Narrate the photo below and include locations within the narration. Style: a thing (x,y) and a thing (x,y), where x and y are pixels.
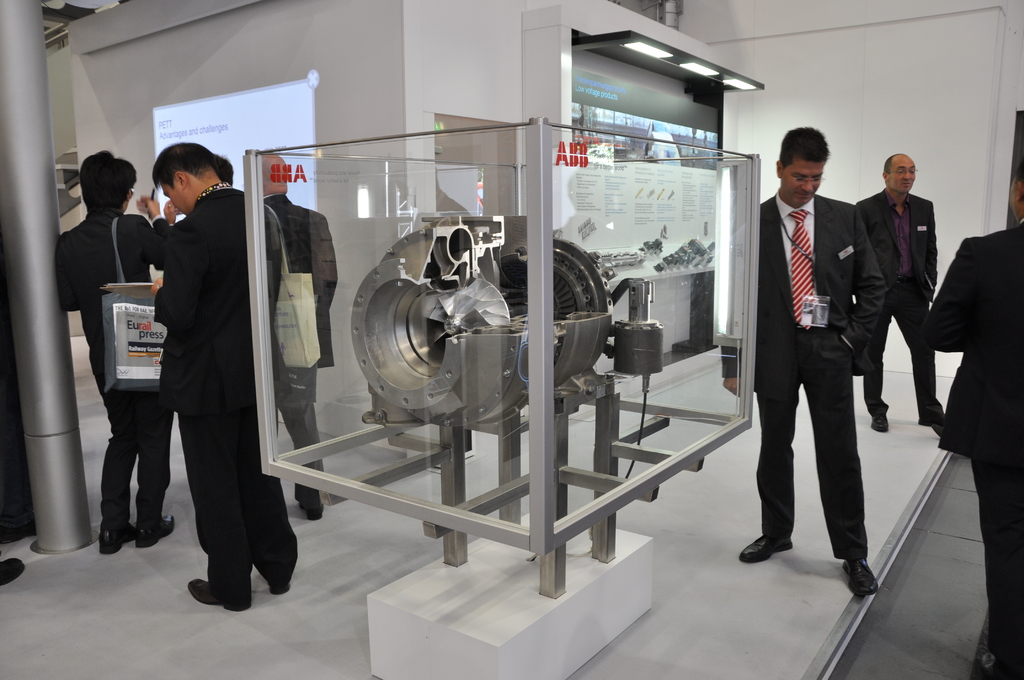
In this image we can see a few people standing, among them, two are wearing the bags (294,299), also we can see a machine (483,245), there are some lights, also we can see a board (690,136) and screen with some text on the wall (927,3).
